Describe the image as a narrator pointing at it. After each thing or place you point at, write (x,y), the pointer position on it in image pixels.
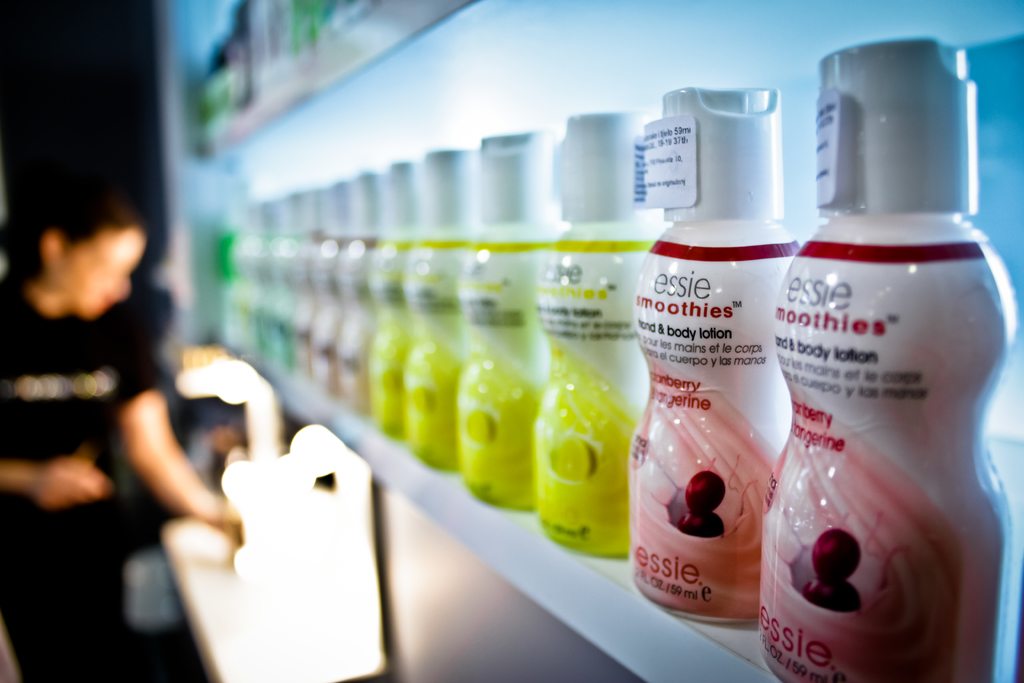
In this image we can see bottles (403,247) are arranged in a white color rack (727,675). Left side of the image (58,468) one person (65,525) is standing in black color dress (74,420).
